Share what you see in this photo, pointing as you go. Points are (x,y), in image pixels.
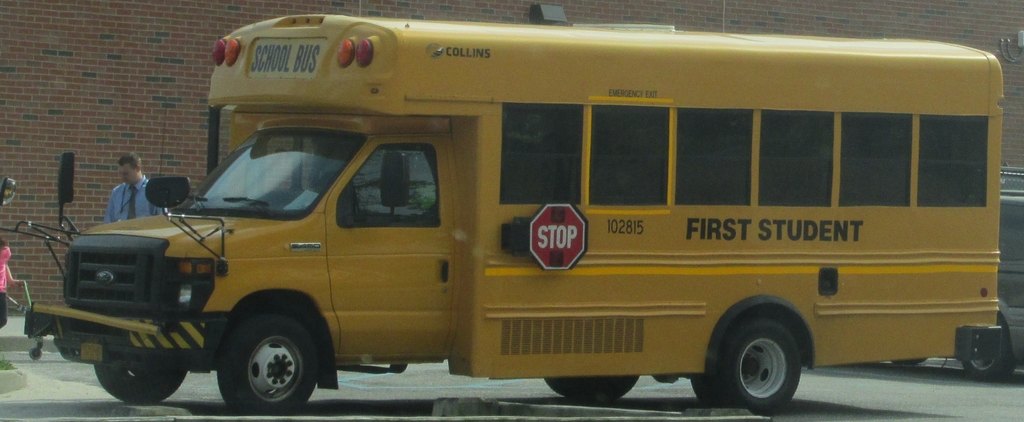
This image consists of a bus (547,288) in yellow color. At the bottom (1011,397), there is a road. On the left (113,203), we can see a man (122,201) standing. In the background (27,55), there is a building (130,59). On the right (972,371), there is another vehicle (1017,354).
